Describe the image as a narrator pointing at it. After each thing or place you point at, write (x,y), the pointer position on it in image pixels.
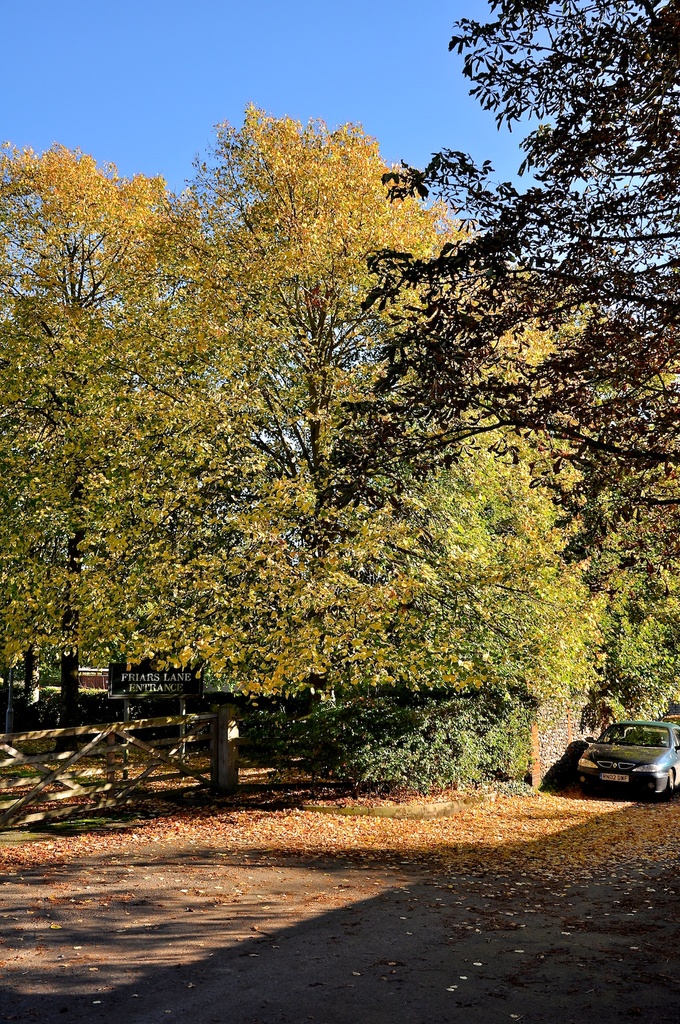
In this picture I can see trees (513,654) and I can see a vehicle (676,743) visible on right side (593,755) and I can see a fence (149,751) on left side (24,755).
